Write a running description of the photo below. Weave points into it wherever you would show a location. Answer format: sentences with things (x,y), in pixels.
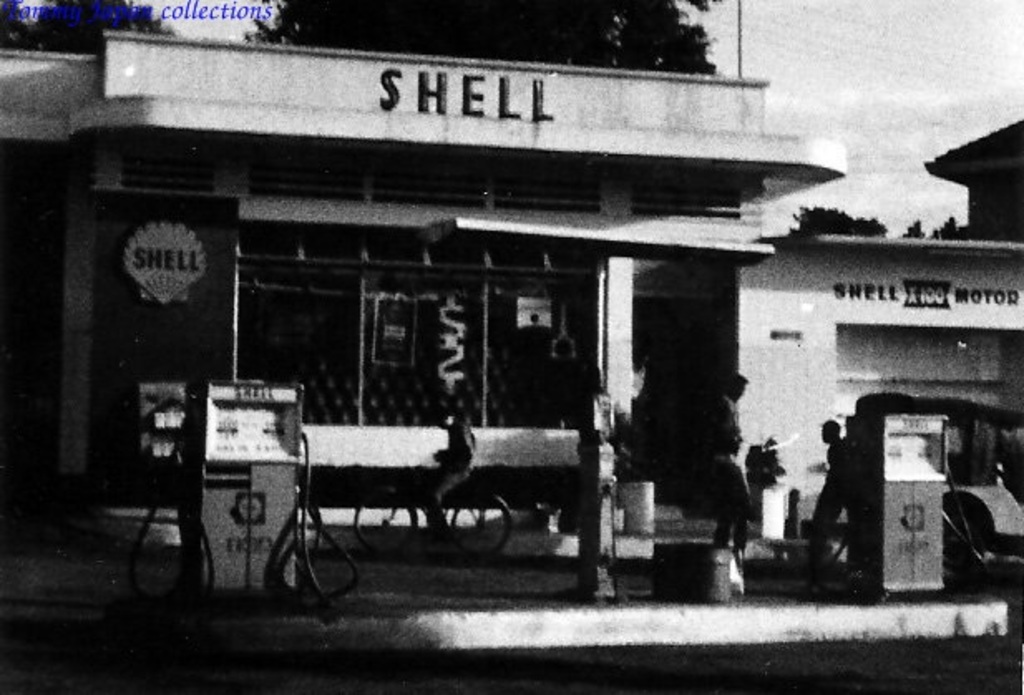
In this picture we can see some people (824,513) standing near to the petrol machine (908,490). On the background (592,269) we can see building (684,397). On the top (632,47) there is a tree (616,47). On the top left (10,21) we can see a watermark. On the top right (867,27) we can see sky (949,82) and clouds (940,93).
